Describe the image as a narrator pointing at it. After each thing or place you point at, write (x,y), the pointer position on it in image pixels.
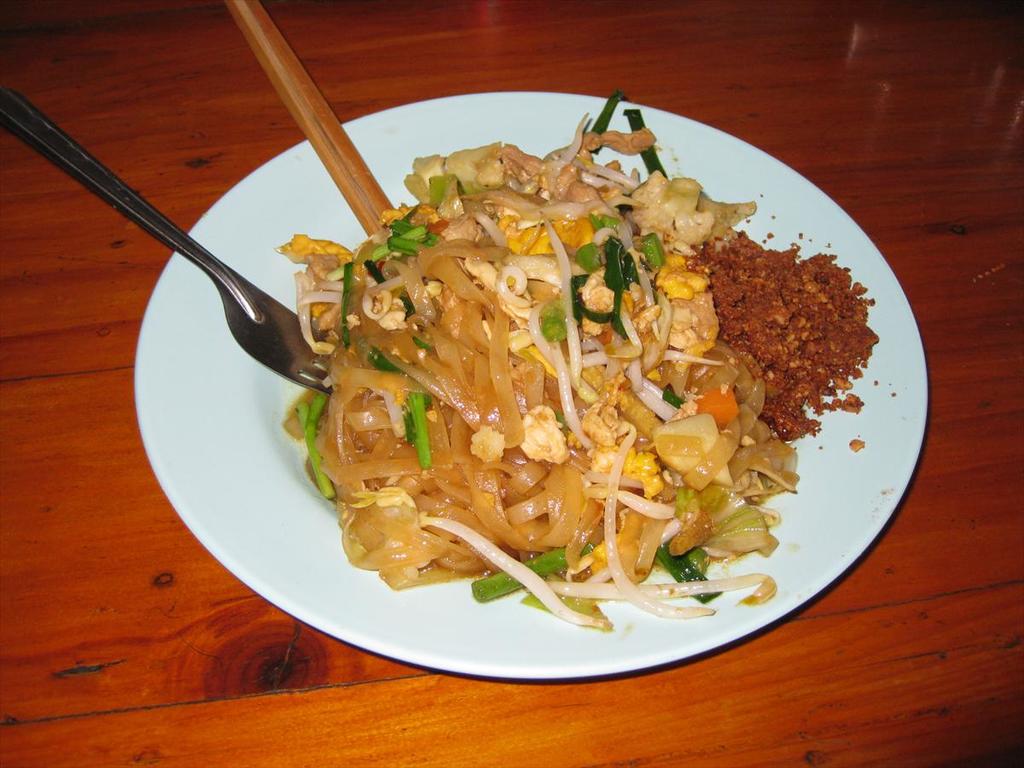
As we can see in the image, there is a fork (276,326), chopstick (351,176), fast food (444,374) on plate (238,461) and the plate (195,488) is on table (61,521).
